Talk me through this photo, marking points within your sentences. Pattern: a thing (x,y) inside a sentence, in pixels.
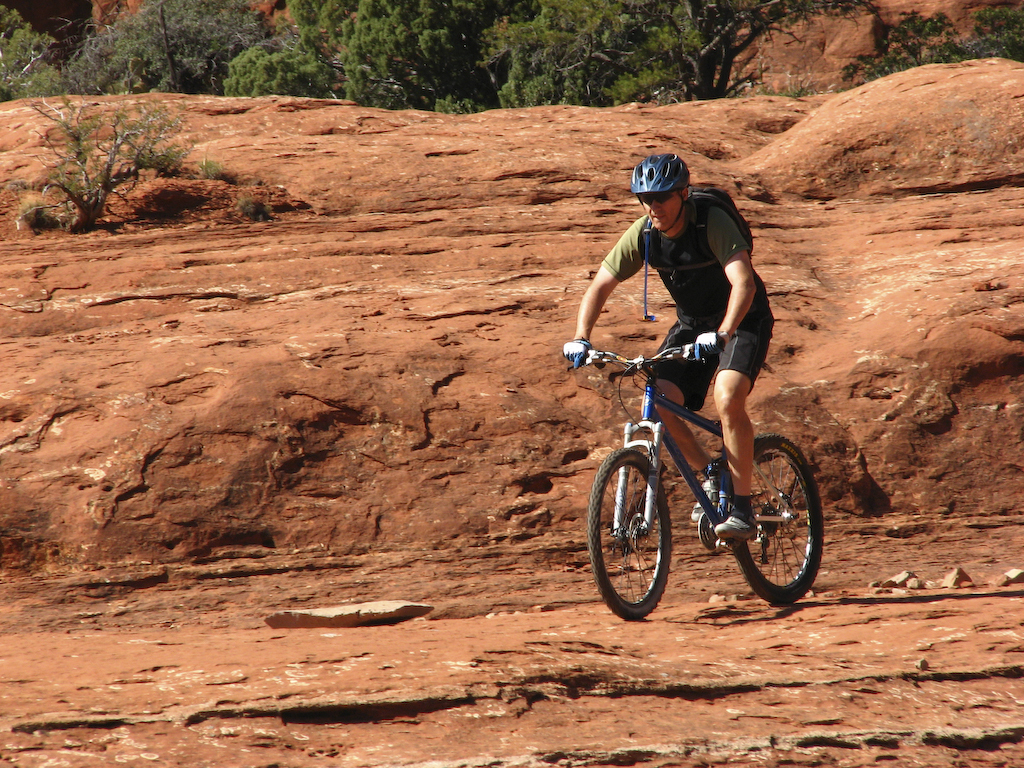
In the background (431,56) we can see trees (983,41). This is a plant (84,161). Here we can see a man (719,280) wearing goggles (651,202), helmet (677,184), backpack (721,195), gloves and riding a bicycle (609,594).
